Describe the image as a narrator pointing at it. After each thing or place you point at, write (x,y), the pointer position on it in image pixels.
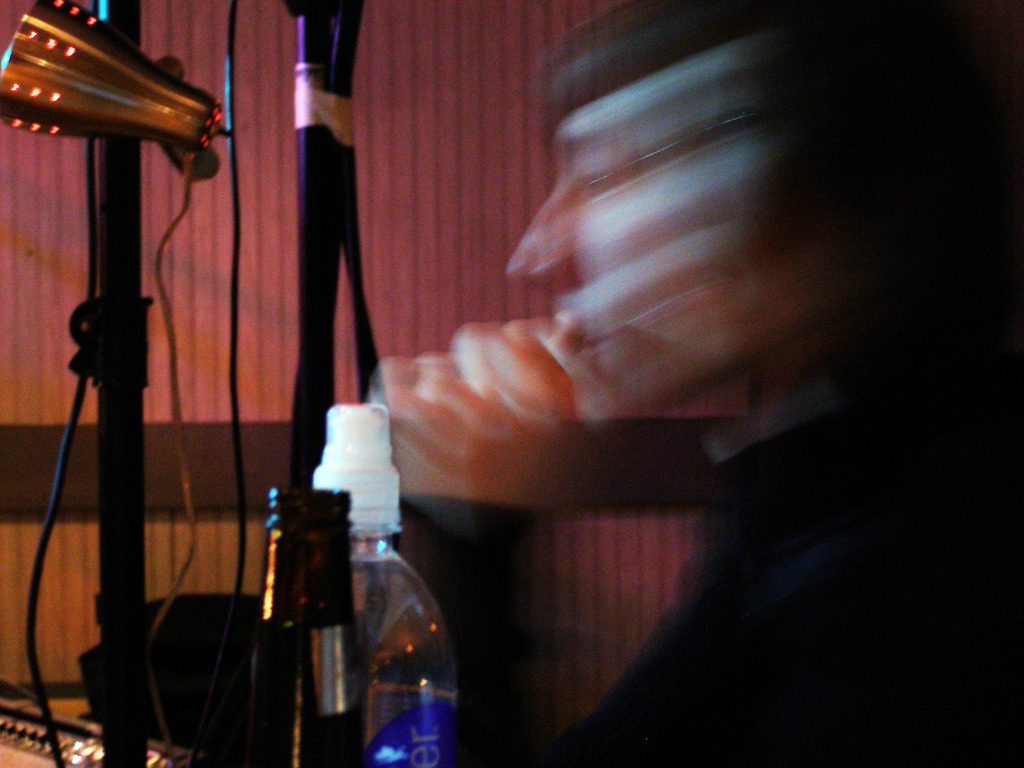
At the bottom of the image (131,629) there are some bottles (346,758) and poles (342,241) and wires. Behind them there is wall (500,41), on the right side of the image (726,95) is blur.
